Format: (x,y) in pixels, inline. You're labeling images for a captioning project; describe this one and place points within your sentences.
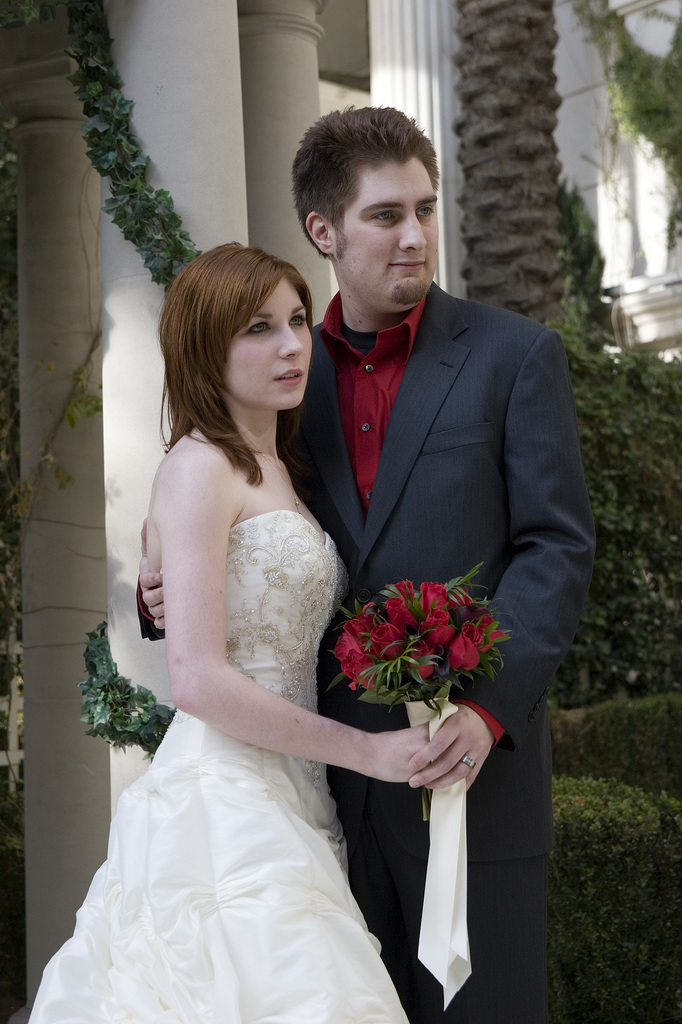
In this image, we can see a man (410,478) is holding a woman (223,699). Here we can see a flower bouquet (407,688) and some cloth (446,892). Background (14,869) we can see pillars (42,348), plants (160,244) and wall (587,84).
